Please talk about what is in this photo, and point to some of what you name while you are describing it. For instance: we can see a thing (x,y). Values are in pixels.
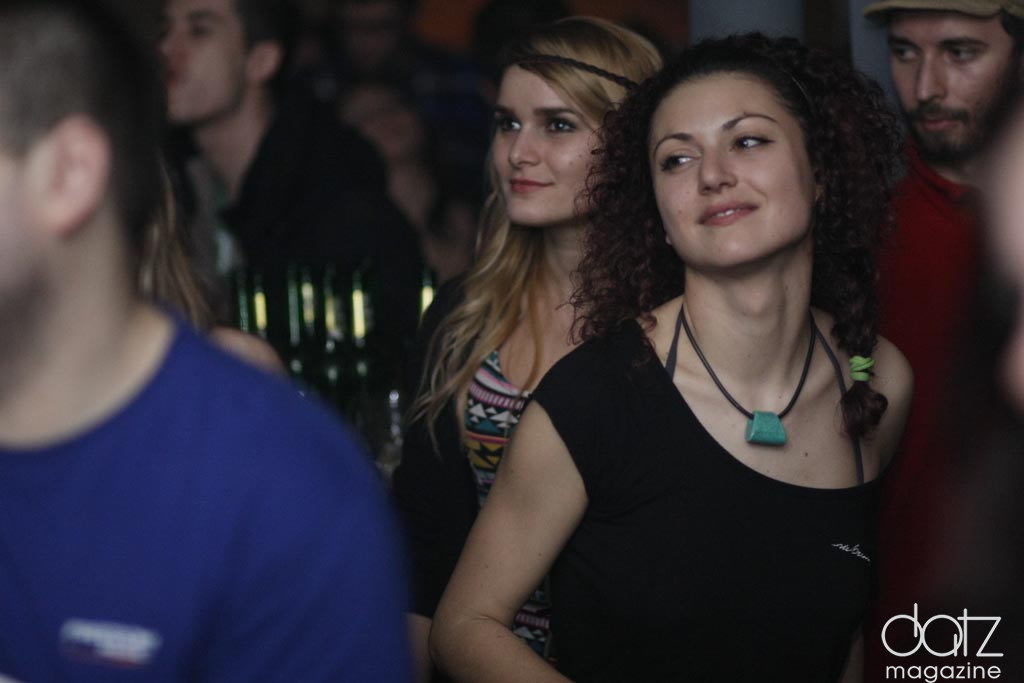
This image consists of many people (446,496). To the left (124,549), the man (161,548) is wearing blue T-shirt (215,516). In the front (659,579), the woman (656,582) is wearing black T-shirt (667,536). In the background (416,209), there are many people (480,285).
